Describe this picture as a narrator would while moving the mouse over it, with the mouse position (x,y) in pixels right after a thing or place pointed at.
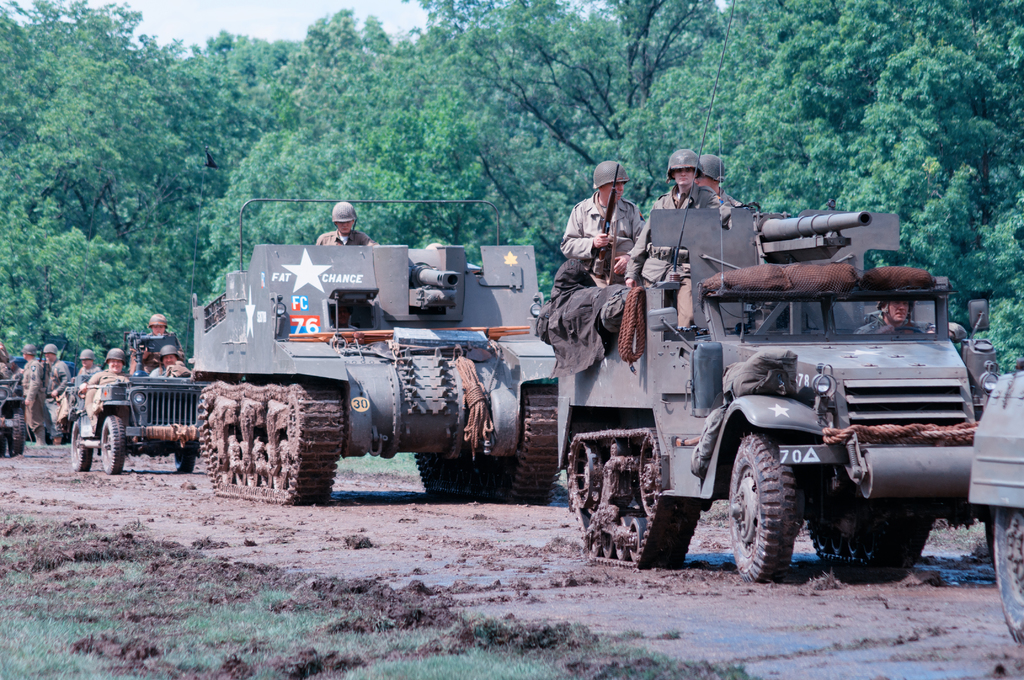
This image is taken outdoors. At the bottom of the image (172,571) there is a ground (266,577) with grass (202,604) on it. In the background (415,159) there are many trees (920,173) with stems (554,130), branches (590,107) and green leaves (247,157). At the top of the image (225,18) there is the sky (216,13) with clouds (274,10). In the middle of the image (457,432) many vehicles (189,398) are moving on the ground (964,552) and a few people (594,230) are sitting in the vehicles (490,279) and they are holding guns (610,225) in their hands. A few people (28,360) are standing on the ground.
